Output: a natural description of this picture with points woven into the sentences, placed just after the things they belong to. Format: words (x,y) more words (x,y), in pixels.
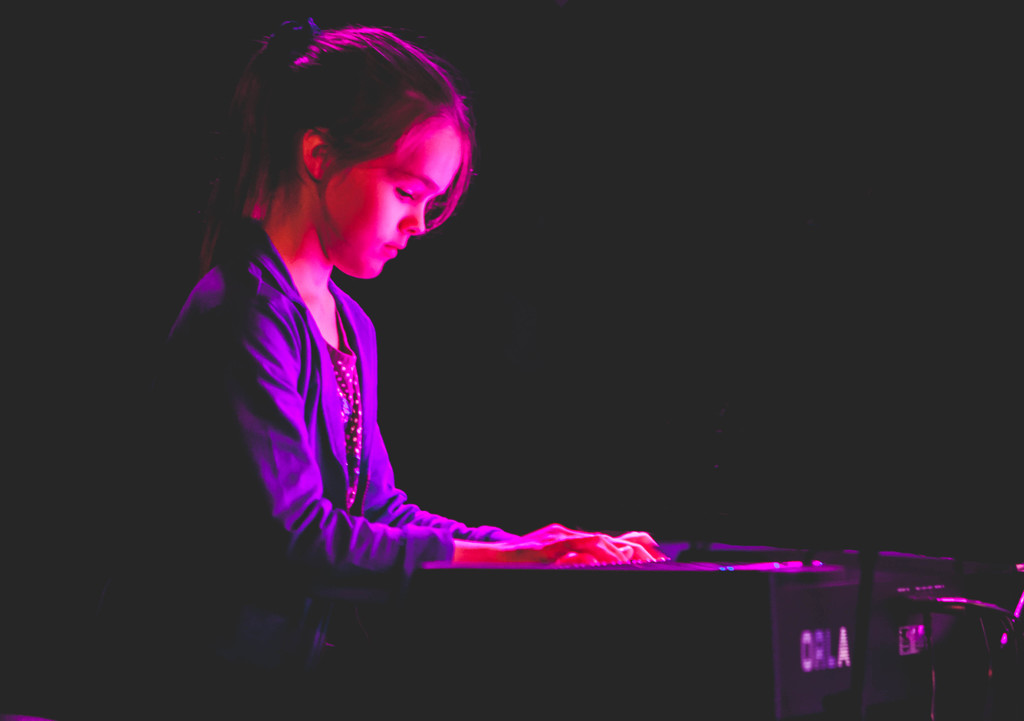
In this image I can see a girl (343,292) and I can also see a black colour thing (698,610) in the front of her. On the bottom right side of the image (810,650) I can see something is written on the thing (807,634). I can also see this image is little bit in dark.
